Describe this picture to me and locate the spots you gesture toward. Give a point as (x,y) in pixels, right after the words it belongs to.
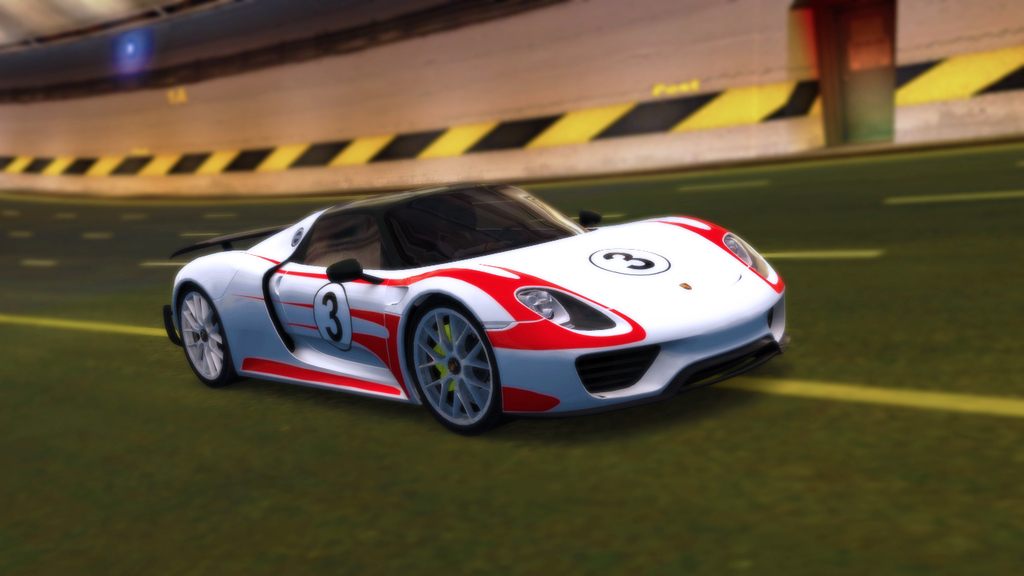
In this picture I can see the vehicle (472,269) on the road (736,458).
